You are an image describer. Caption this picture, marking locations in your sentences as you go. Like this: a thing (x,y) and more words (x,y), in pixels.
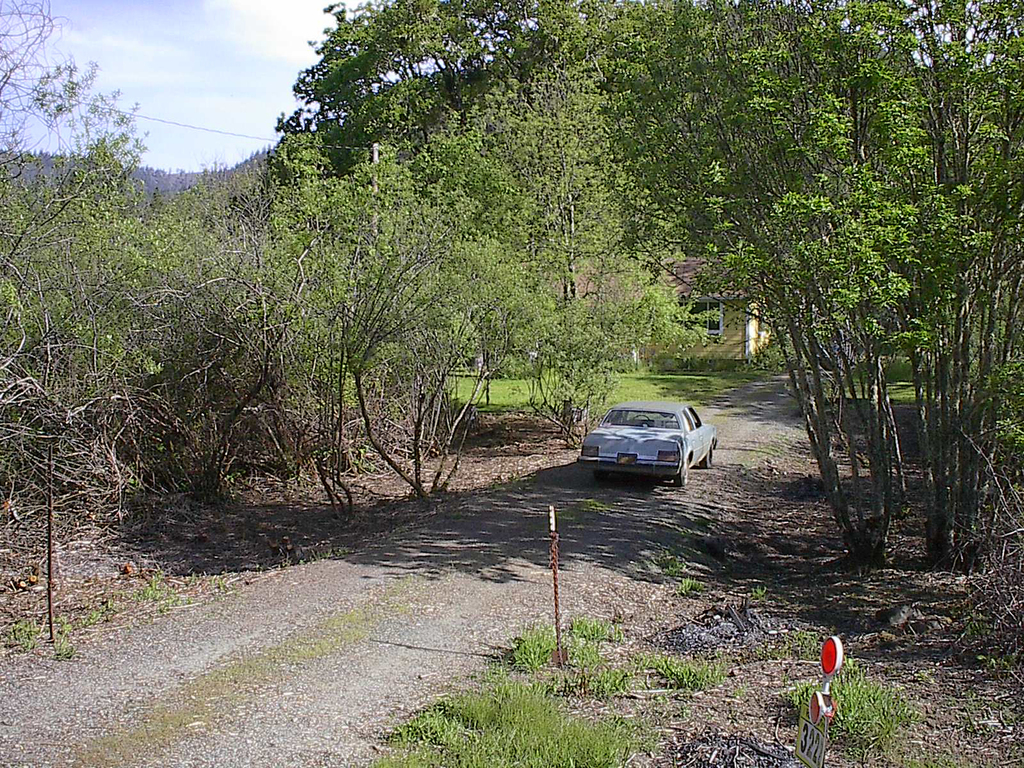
At the center of the image (641,437) there is a moving car (680,430) on the road (727,461). On the either sides of the road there are trees (822,302). In the middle of the trees (781,324) there is a house (708,330). In the background (229,92) there is a sky (241,57).
